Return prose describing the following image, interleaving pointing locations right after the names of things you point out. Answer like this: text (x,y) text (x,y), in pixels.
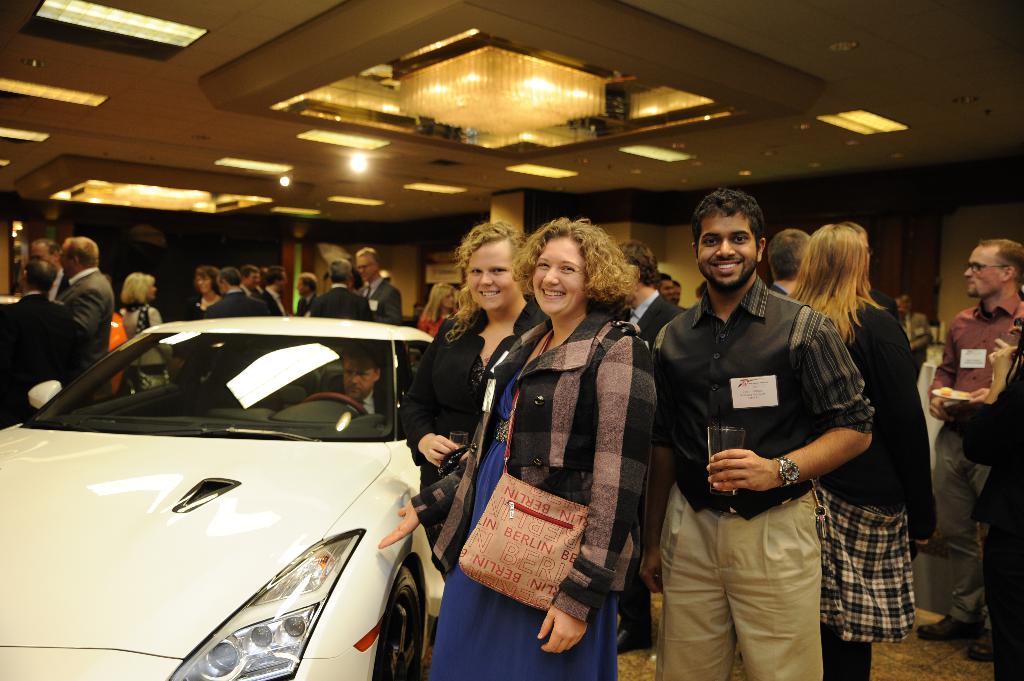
In this image I can see a car (252,488). Around the car (278,512) there are group of people (662,301). At the top (193,195) there are lights (248,168).
